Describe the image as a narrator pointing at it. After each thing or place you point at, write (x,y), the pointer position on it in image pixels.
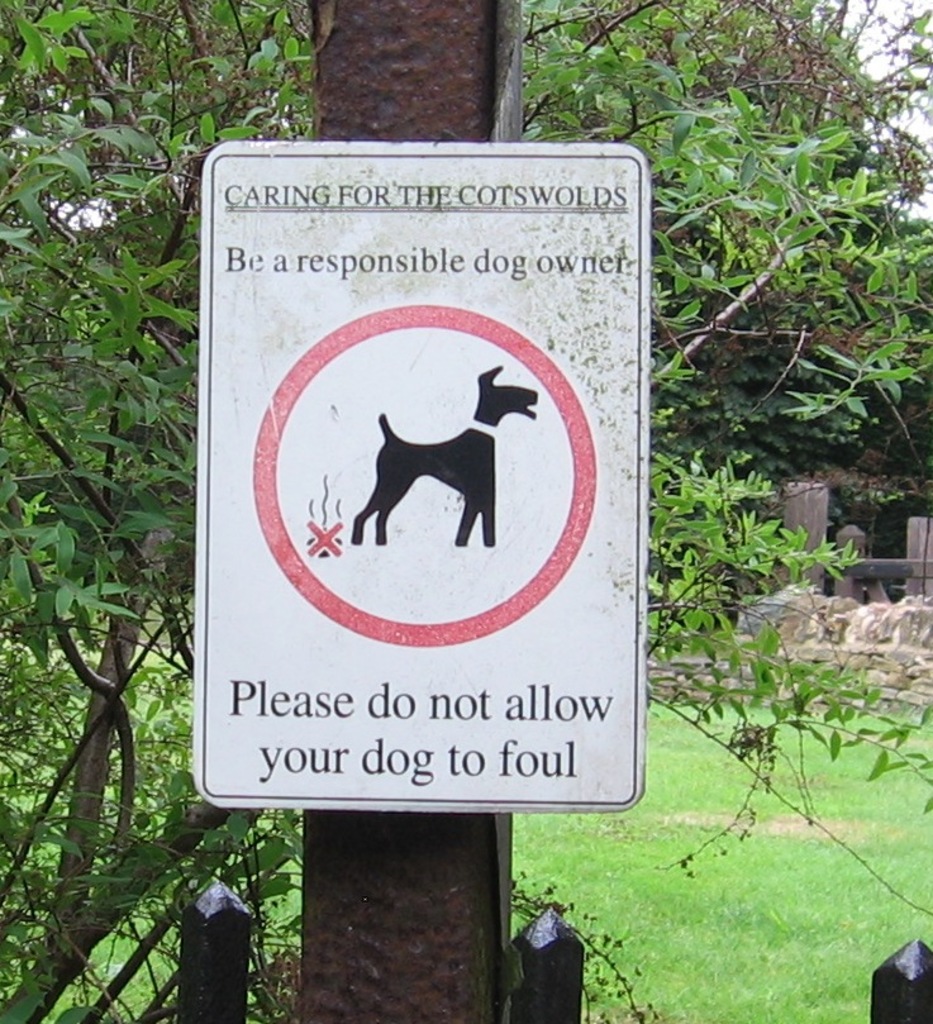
In this picture I can see the board (322,322) on the pole (436,903). I can see trees (294,920). I can see green grass (694,861). I can see clouds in the sky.
